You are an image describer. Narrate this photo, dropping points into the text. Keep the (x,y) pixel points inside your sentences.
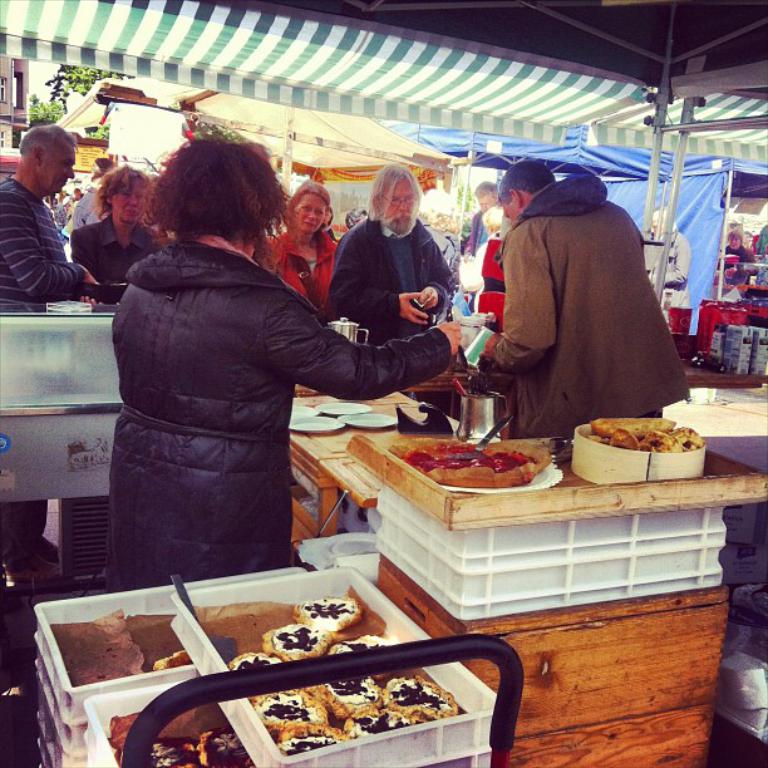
In the image there are group of people (298,243). Two people (546,223) men (546,223) and woman (315,331) are standing in front of a table (360,466) on table (332,474) we can see some cookies (689,432) and food items (404,689) and there are group of people (314,201) in background (485,245) and trees (92,81), umbrella (222,101) and sky (49,74) on top (81,78).
